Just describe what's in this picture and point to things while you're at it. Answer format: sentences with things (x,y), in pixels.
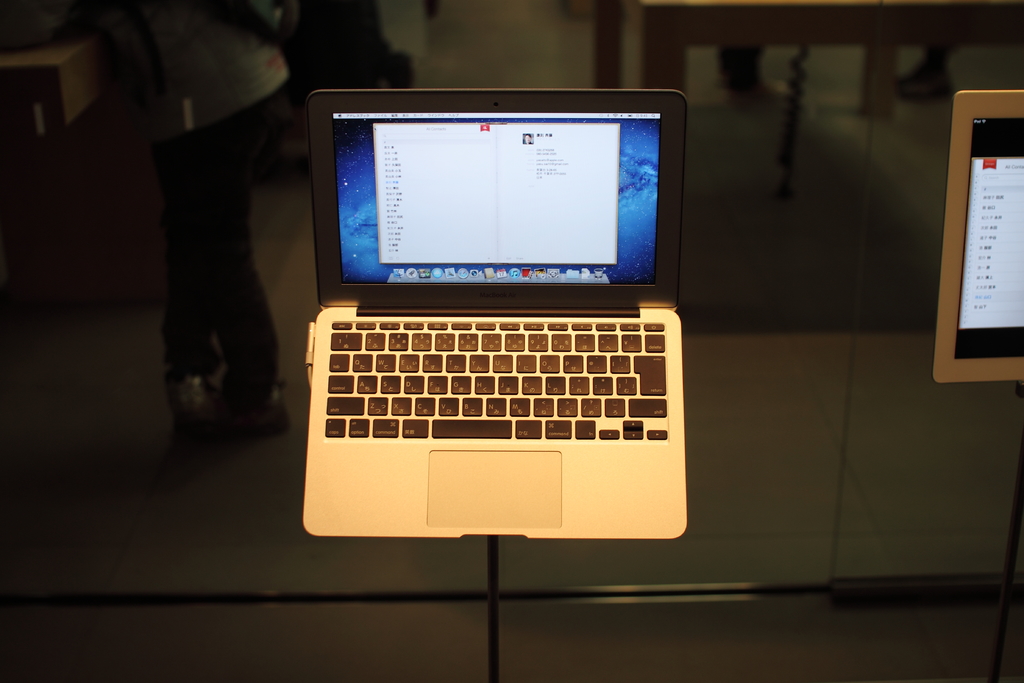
In this image I can see a laptop (355,452). Background (252,336) I can see a human leg (227,360).
